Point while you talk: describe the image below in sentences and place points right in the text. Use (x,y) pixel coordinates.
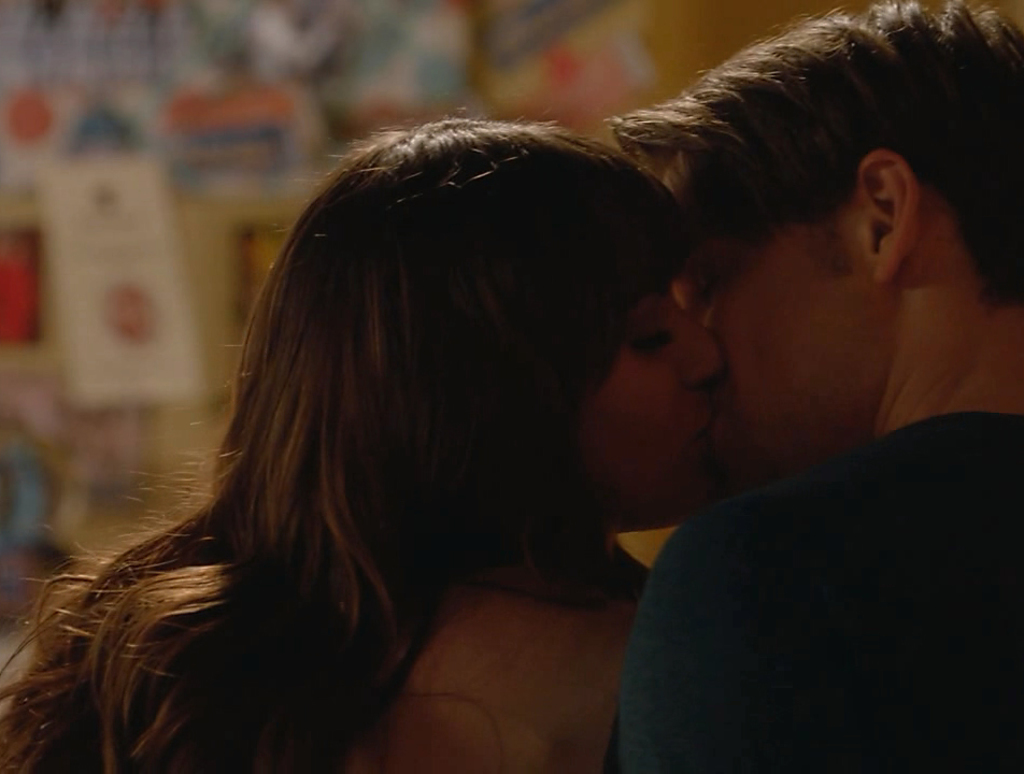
In this image there are two persons (748,413) kissing, the background of the image (394,69) is blurred.
